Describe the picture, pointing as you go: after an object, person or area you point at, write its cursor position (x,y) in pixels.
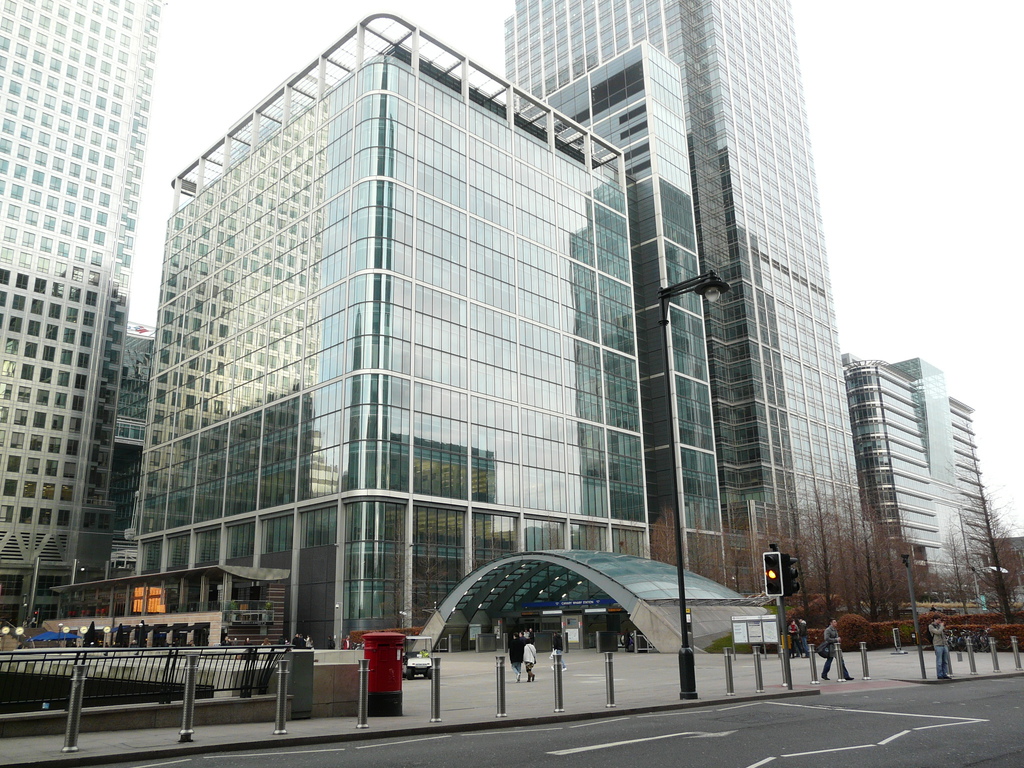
At the bottom of the image (761,573) we can see trees (852,575), persons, road (834,717) and traffic signals (774,576). In the center of the image (529,397) we can see buildings (535,434). In the background (898,209) there is sky (857,195).
